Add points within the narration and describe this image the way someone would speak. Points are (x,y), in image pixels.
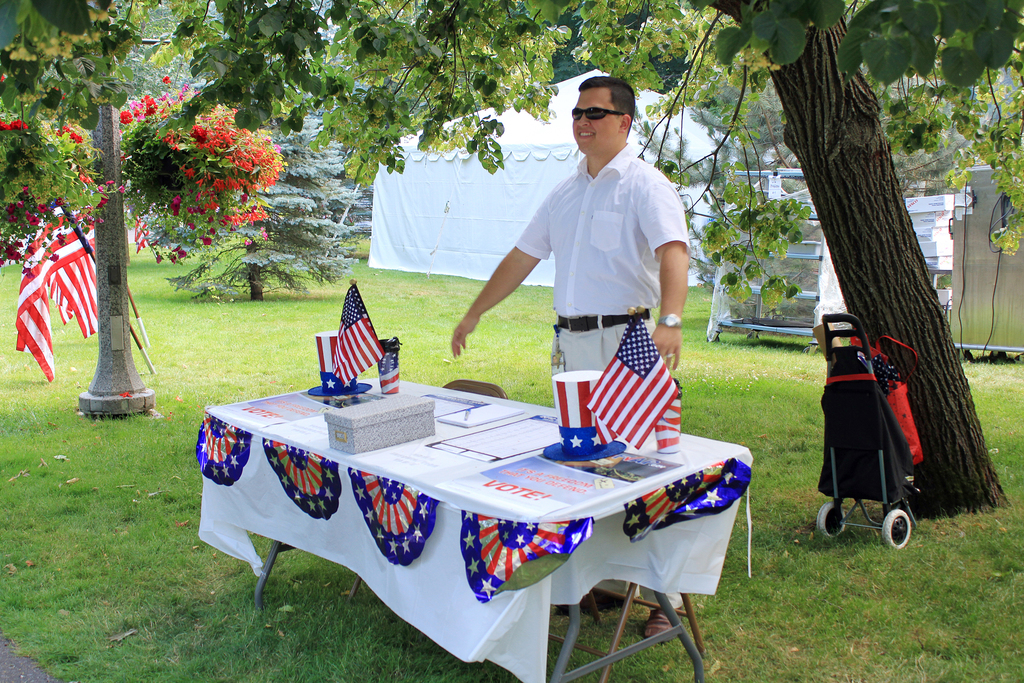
Here is the man (607,284) standing and smiling. This is the table (327,469) covered with white cloth (557,575). I can see two flags (633,420), paper cup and posters (273,419) on the table (435,465). this looks like a small box (371,427). I think this is a stroller (848,467). These are the trees (333,49). I can find flowers (208,175) to the trees (286,210). This looks like a pillar (114,318). This is the tent (543,161) which is white in color, and here I find flags (86,279) attached to the sticks (133,307).
